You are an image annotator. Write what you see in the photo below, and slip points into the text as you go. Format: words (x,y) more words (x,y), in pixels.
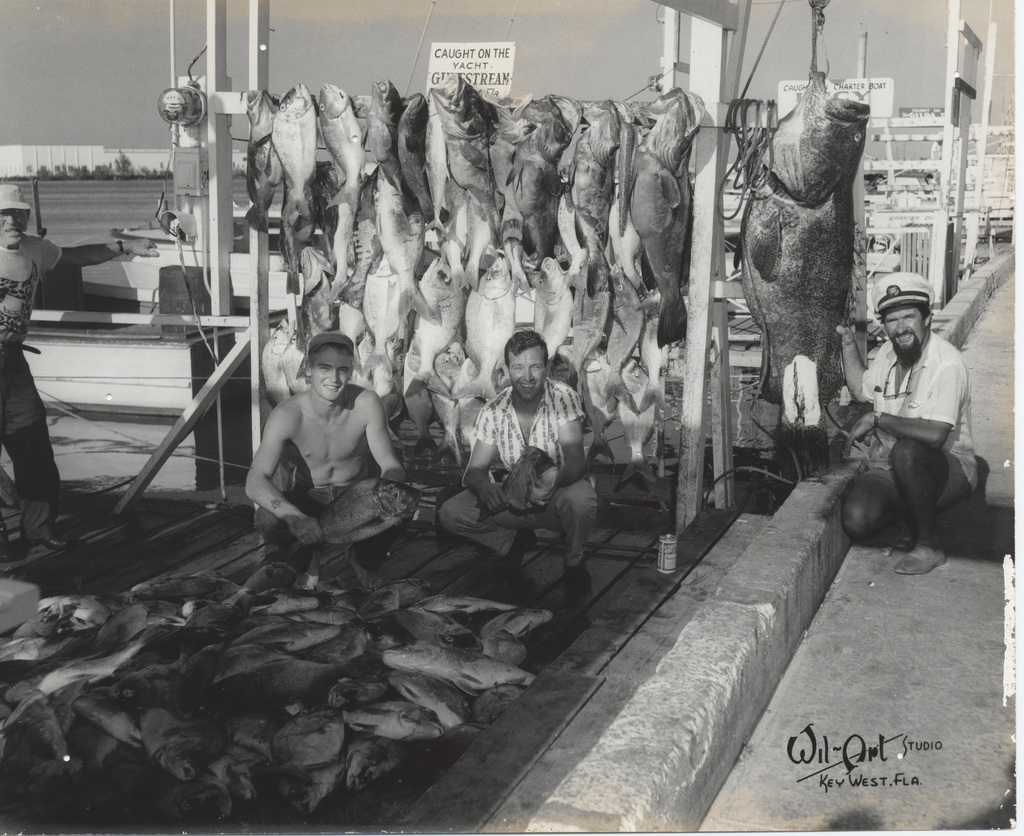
In this picture we can see fishes (434,656), there are four persons (891,488) in the middle (343,485), in the background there are some plants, we can also see two boards (862,89) in the middle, it is a black and white image, there is some text (854,779) at the right bottom (797,750).
